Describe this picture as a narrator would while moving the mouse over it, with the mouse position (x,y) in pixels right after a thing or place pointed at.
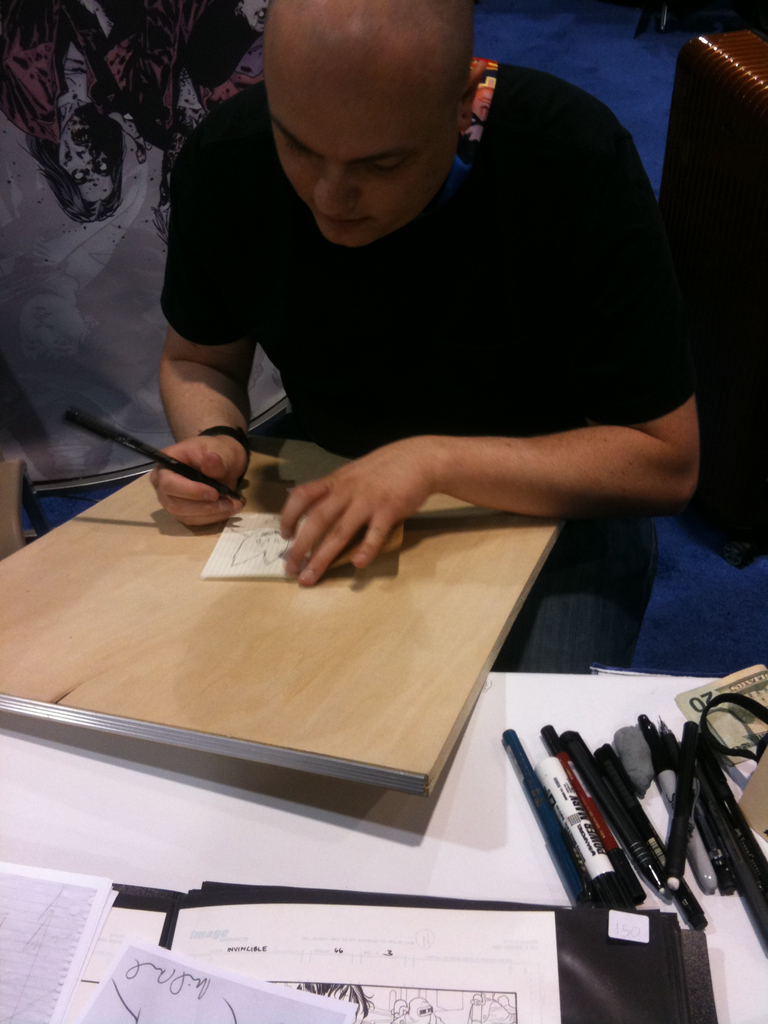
In the image in the center (468,470) we can see one person (519,266) sitting and holding, pen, wooden plank (33,611) and paper (271,564). In front of him, we can see table (337,886). On table (494,867), we can see marker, pens (562,846), money (720,730), papers (101,971) and file (657,971). In the background (26,173) there is a wall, table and few other objects (759,50).
